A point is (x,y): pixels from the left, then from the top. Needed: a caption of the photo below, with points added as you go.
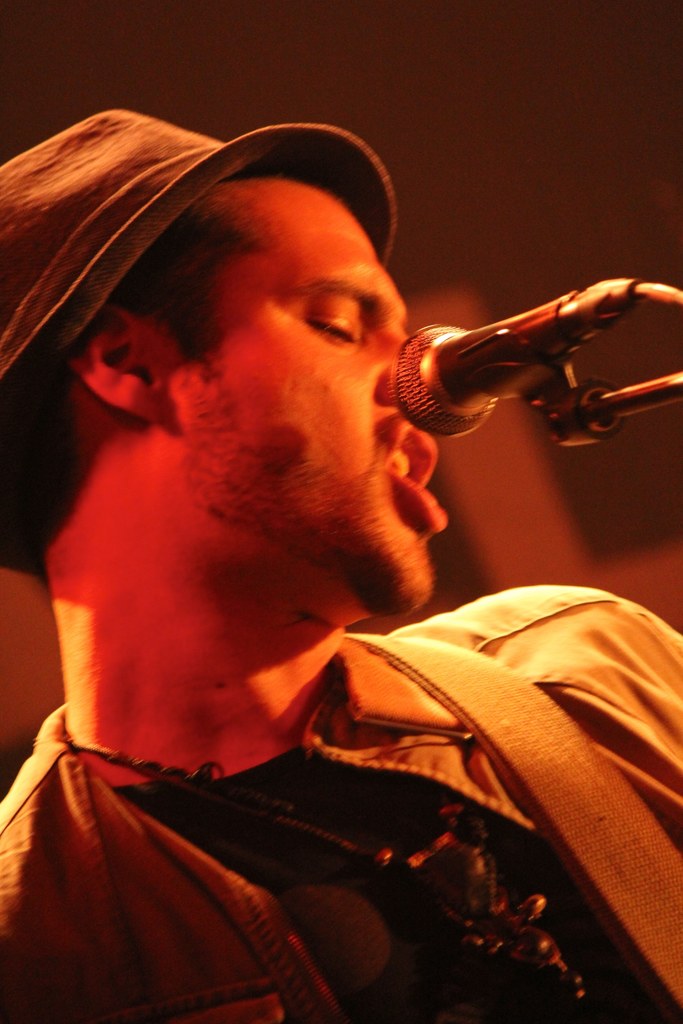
In this image I see a man (250,473) who is wearing a hat (117,162) and I see a mic (436,352) over here and I see that it is blurred in the background (573,218).
